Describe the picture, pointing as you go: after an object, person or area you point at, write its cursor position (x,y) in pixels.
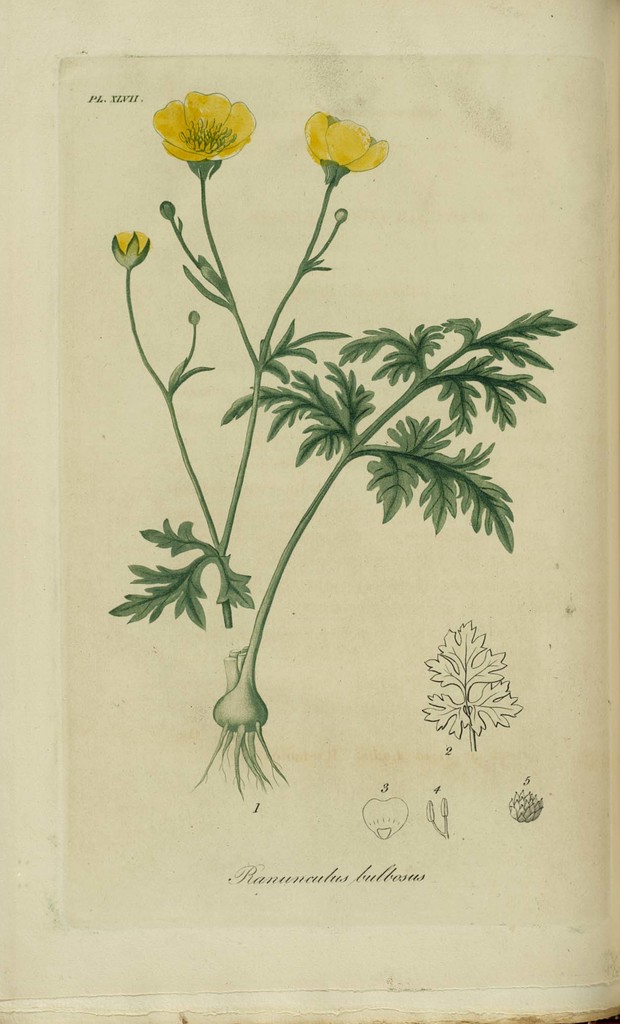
In this image we can see the painting (243,698) of one type of plant (245,466) on the paper (317,836).
